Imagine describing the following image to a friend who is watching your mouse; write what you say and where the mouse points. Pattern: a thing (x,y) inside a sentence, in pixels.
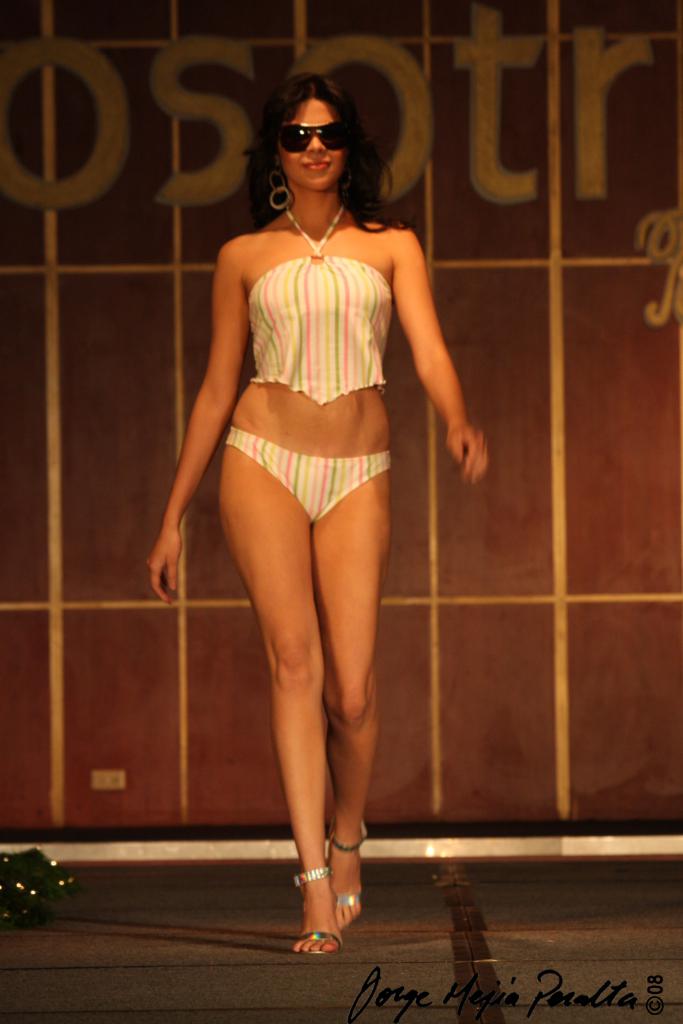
In this image, there is a person (336,251) wearing clothes (259,439) and walking on the floor (362,962).
